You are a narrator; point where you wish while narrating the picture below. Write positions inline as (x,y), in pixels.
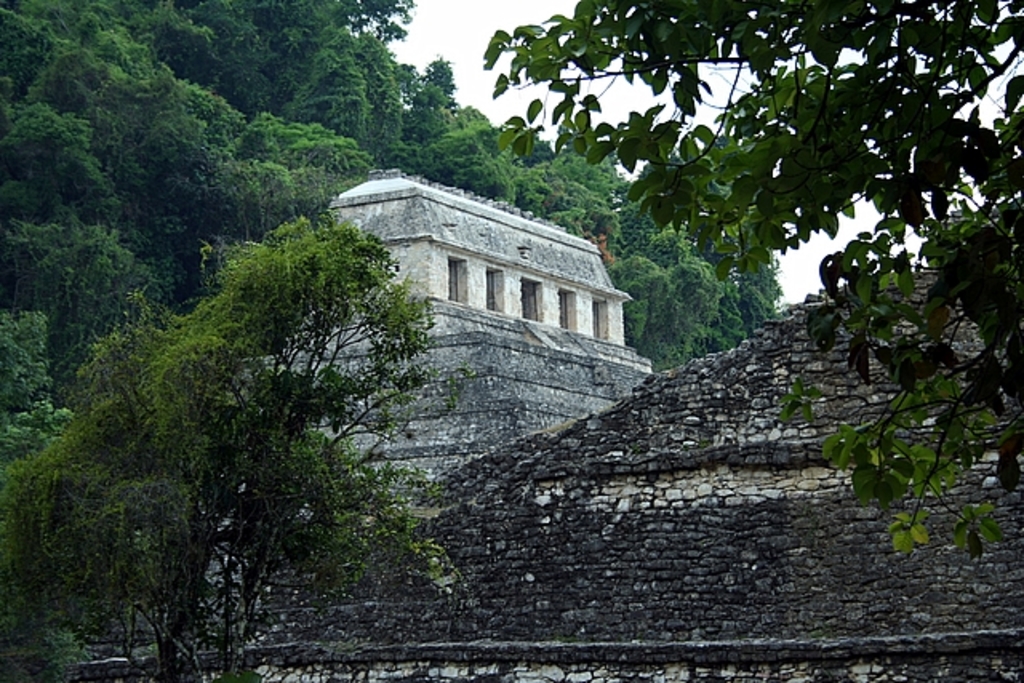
In the foreground of this image (300,359), there are trees (804,153), a wall (831,568) and it looks like a monument (604,294) in the middle (525,254). At the top (469,13), there is the sky (469,13).
